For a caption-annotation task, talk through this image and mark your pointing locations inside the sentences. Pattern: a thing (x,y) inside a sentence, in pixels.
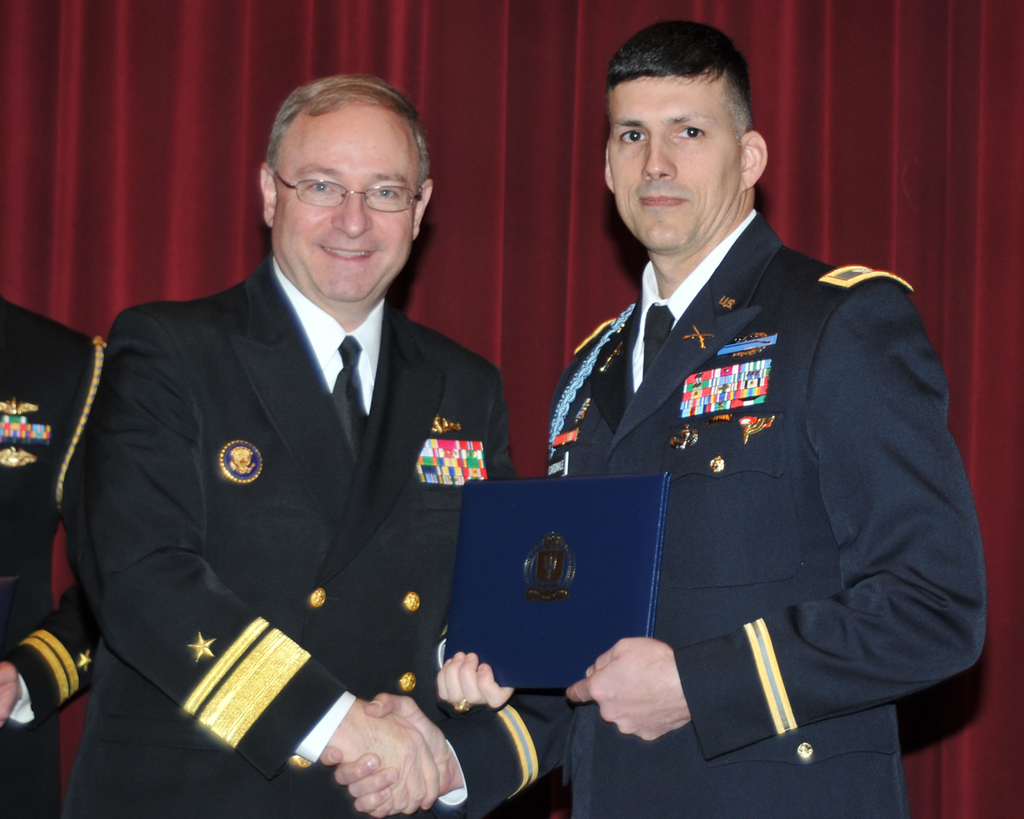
In this image in the center (415,425) there are two persons (260,498) standing and smiling, and they are shaking hands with each other and they are holding book (616,529). And on the left side (69,448) there is another person (69,479), and in the background (126,162) there is a curtain (259,118).
